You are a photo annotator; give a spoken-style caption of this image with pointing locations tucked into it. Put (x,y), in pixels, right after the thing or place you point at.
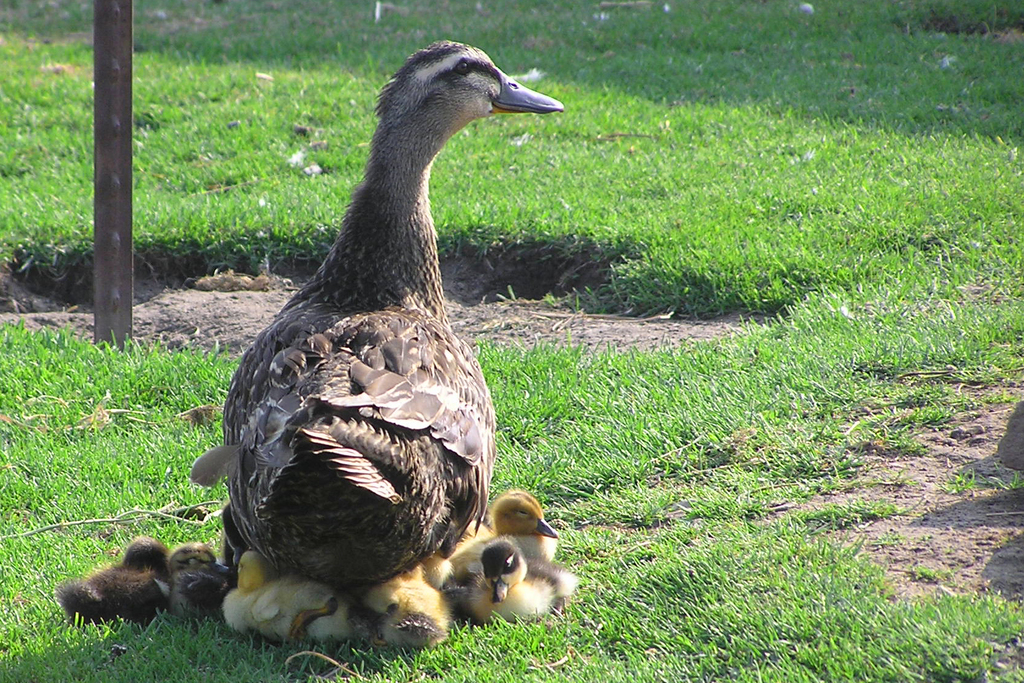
In this image I can see a bird (383,355) which is brown, black and white in color and below it I can see few other small birds (403,583). In the background (697,217) I can see some grass (704,153) and a pole (102,317).
